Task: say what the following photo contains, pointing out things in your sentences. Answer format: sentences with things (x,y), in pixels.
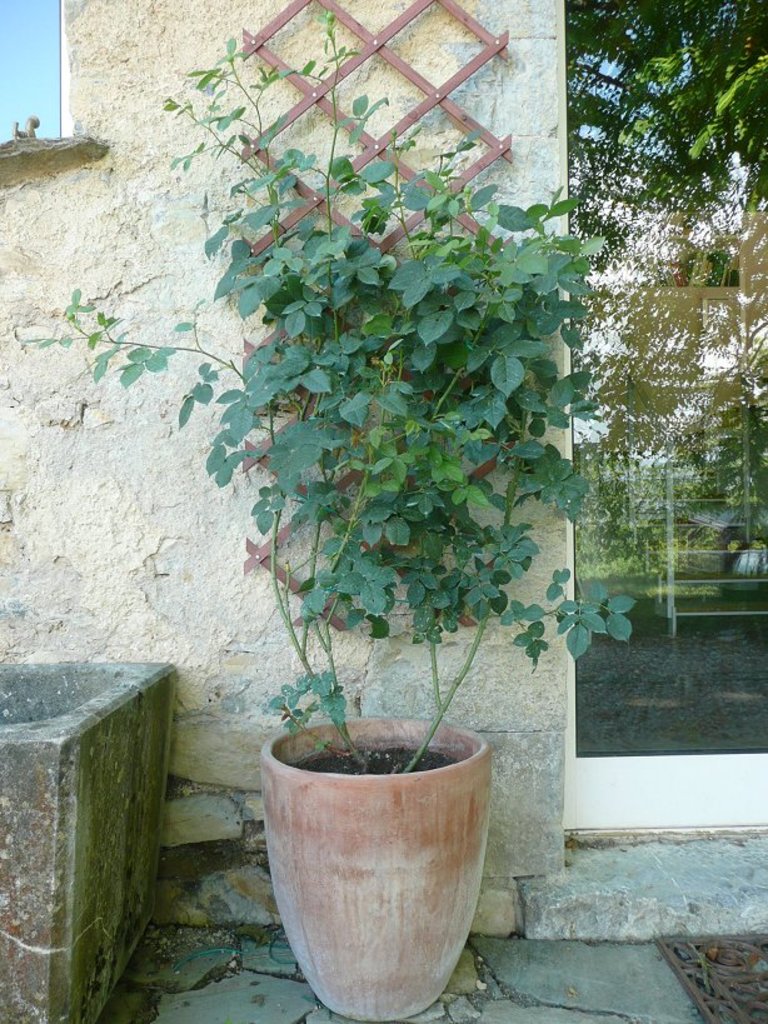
In-front of this wall (166,157) there is a wooden mesh (387,251) and plant (464,520). Beside this wall (543,171) there is a glass (656,752). On this glass (740,191) there is reflection (679,168) of tree (675,205). Through this glass (739,510) we can see rack (692,560).
